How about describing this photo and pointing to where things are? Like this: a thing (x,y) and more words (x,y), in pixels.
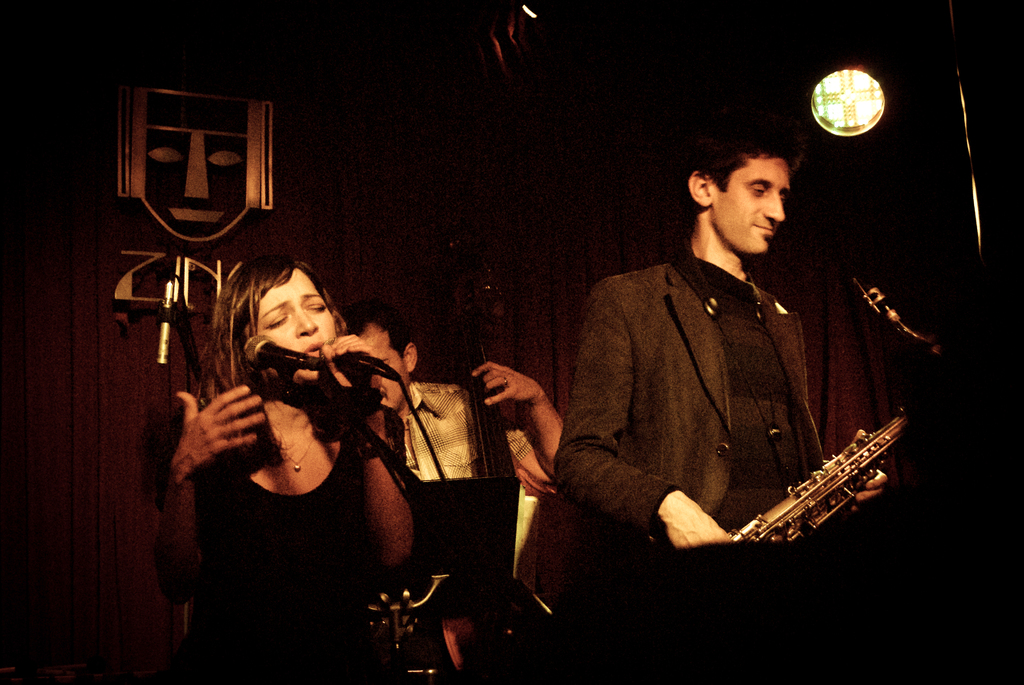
In this image we can see persons (358,527) standing on the floor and holding musical instruments (485,467) in their hands (244,391). In the background (423,222) we can see curtain (307,172).
